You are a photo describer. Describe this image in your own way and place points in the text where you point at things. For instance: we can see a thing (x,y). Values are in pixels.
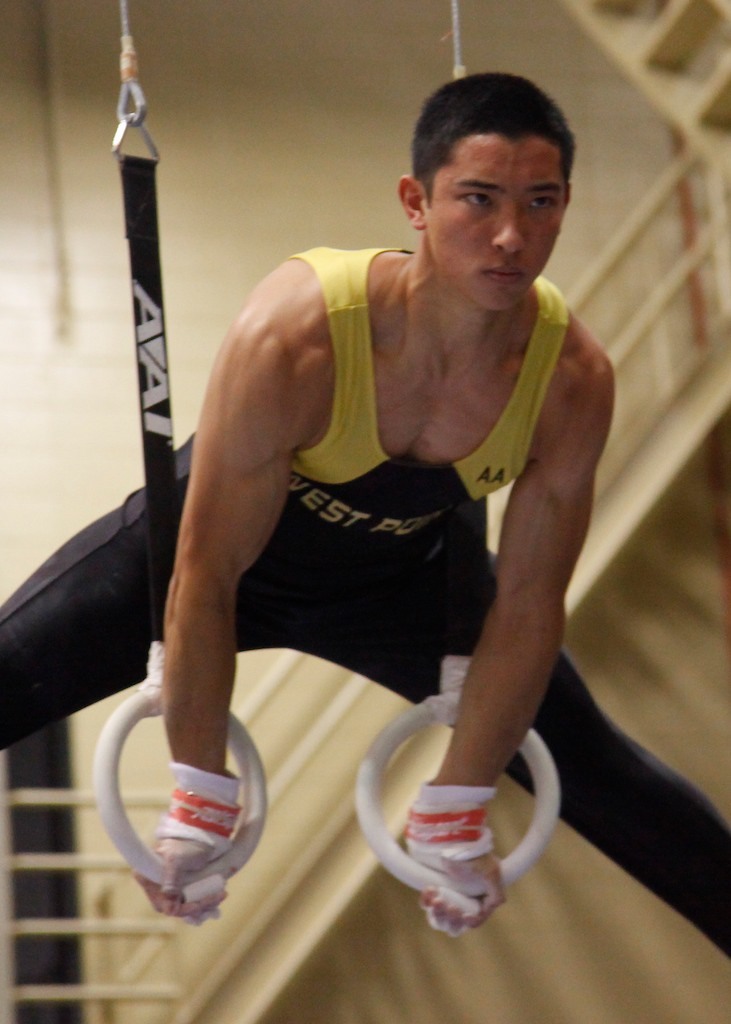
There is a man (301,468) performing gymnastics with rings (234,846). In the back (3,965) there is a railing (608,256).
